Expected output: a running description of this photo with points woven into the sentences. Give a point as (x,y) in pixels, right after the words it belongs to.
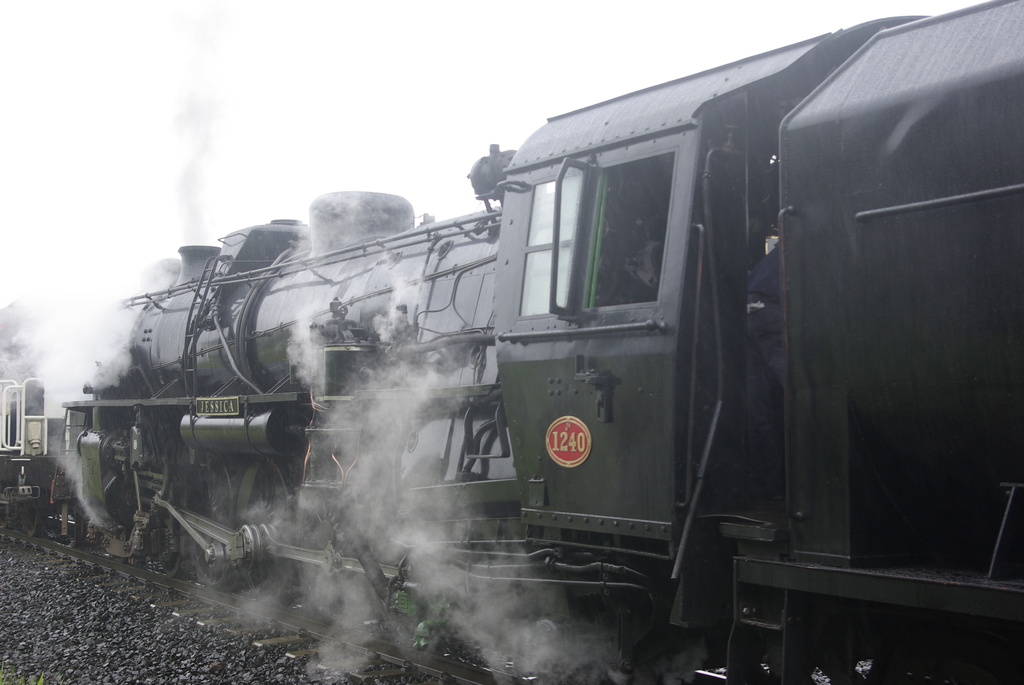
In this image I can see a train (346,491) on the railway track (104,563). At the top (140,125) I can see the sky (76,160).
